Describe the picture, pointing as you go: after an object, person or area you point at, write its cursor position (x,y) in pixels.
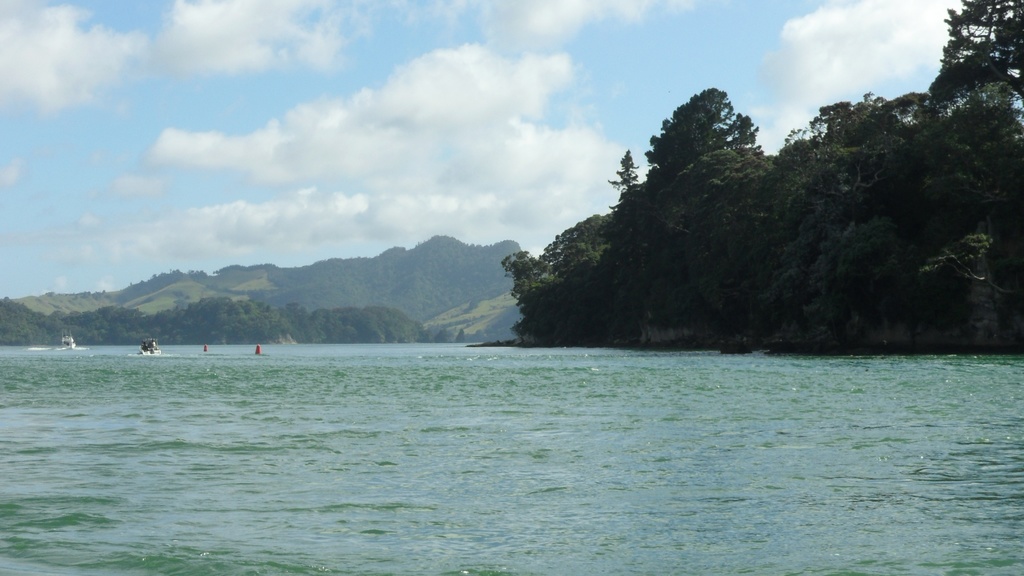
In this picture we can see boats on water (548,412), trees (16,302), mountains (240,298) and in the background (433,59) we can see the sky (538,149) with clouds (159,141).
